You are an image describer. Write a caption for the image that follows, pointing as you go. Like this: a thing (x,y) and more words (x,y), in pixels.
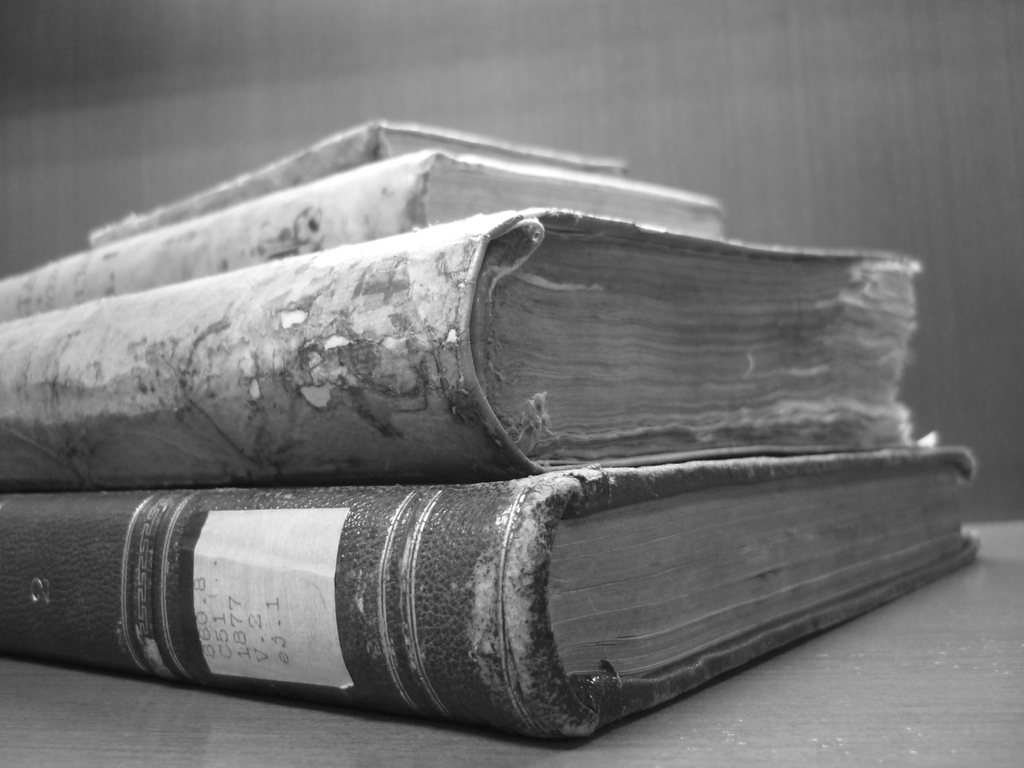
This is a black and white picture. In this picture, we see four books (432,317) are placed on the table (1013,715). In the background (774,62), we see the wall (298,135).
